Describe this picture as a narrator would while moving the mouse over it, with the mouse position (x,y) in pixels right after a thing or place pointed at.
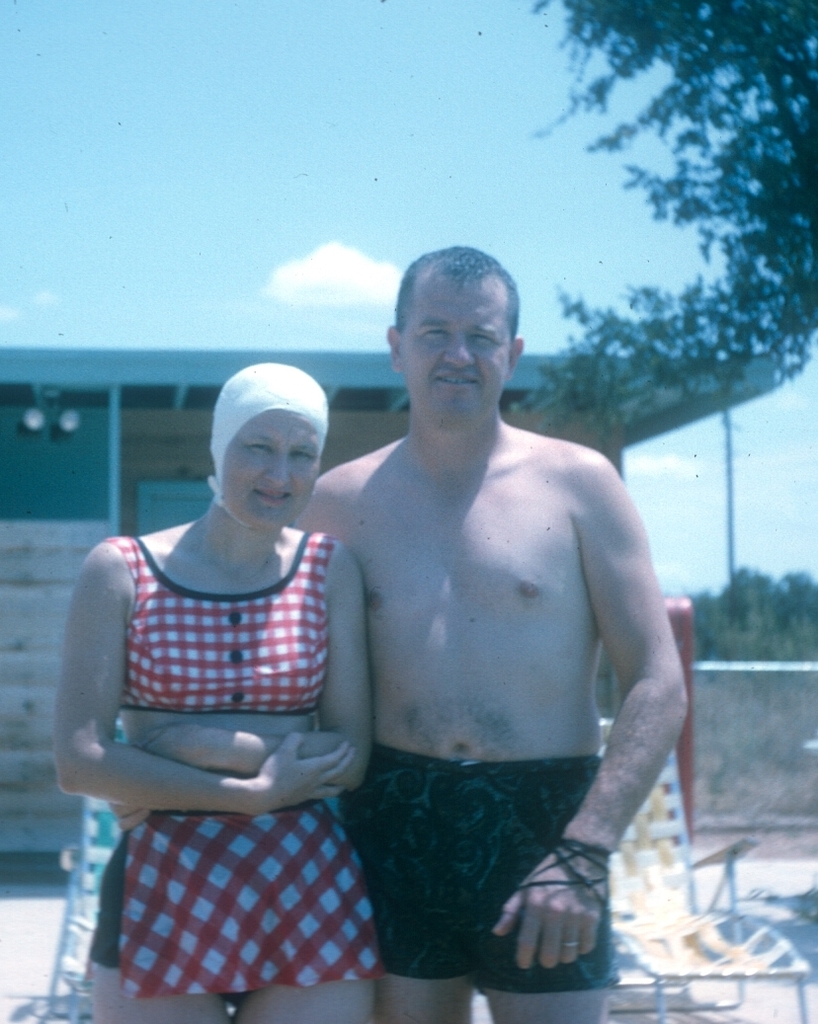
In this image in the foreground (362,649) there is one man (384,689) and one woman (222,685) standing, and in the background (672,884) there is a chair (690,872), building (378,383) and some trees (743,627) and grass (751,791). At the bottom (759,1010) there is walkway (769,921), and at the top (297,160) there is sky (345,197).
